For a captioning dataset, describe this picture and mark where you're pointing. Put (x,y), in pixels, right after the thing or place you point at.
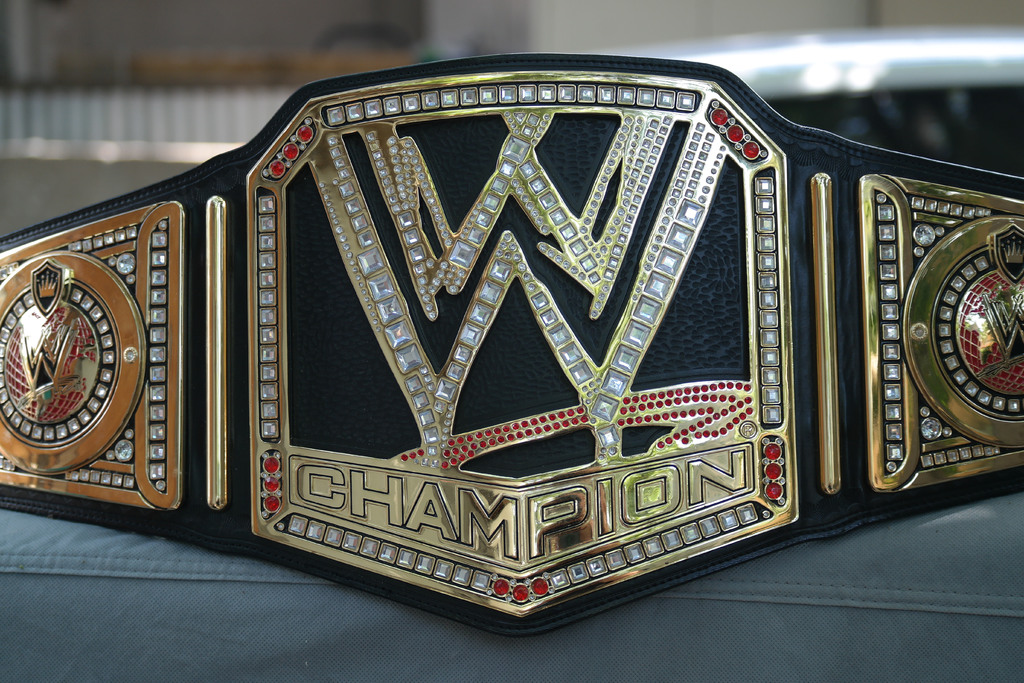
In this image I can see the belt (436,388) and the belt (497,366) is in black and gold color and I can see the blurred background (36,55).
